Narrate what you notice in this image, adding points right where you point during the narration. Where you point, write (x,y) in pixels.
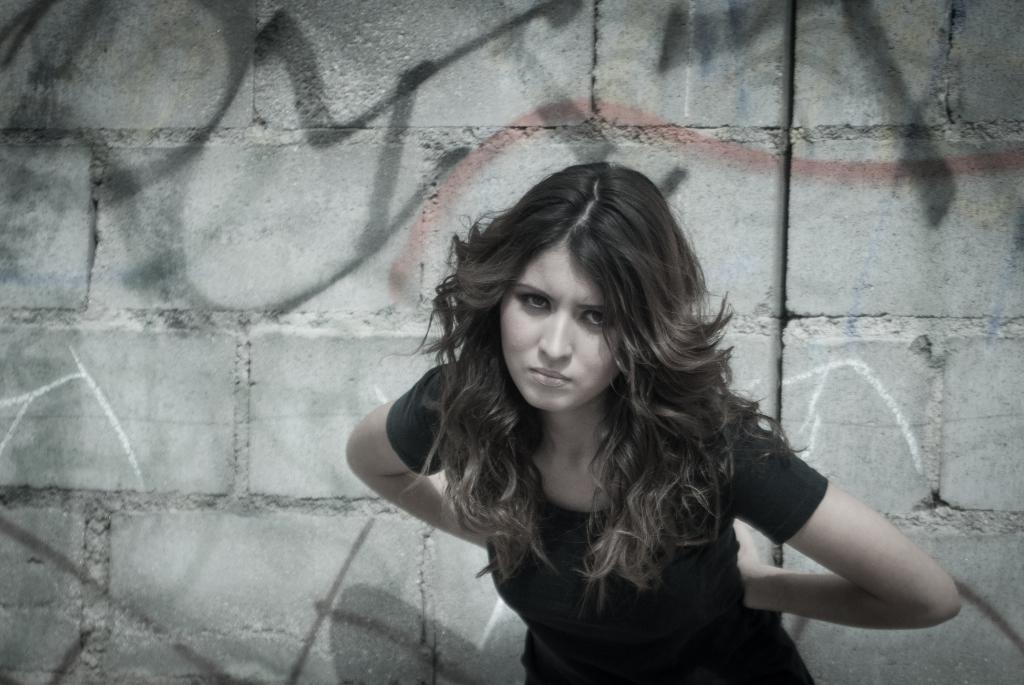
In this image we can see a woman (499,526) wearing a black color t-shirt (532,522) and in the background (717,95), we can see the wall (775,83).
